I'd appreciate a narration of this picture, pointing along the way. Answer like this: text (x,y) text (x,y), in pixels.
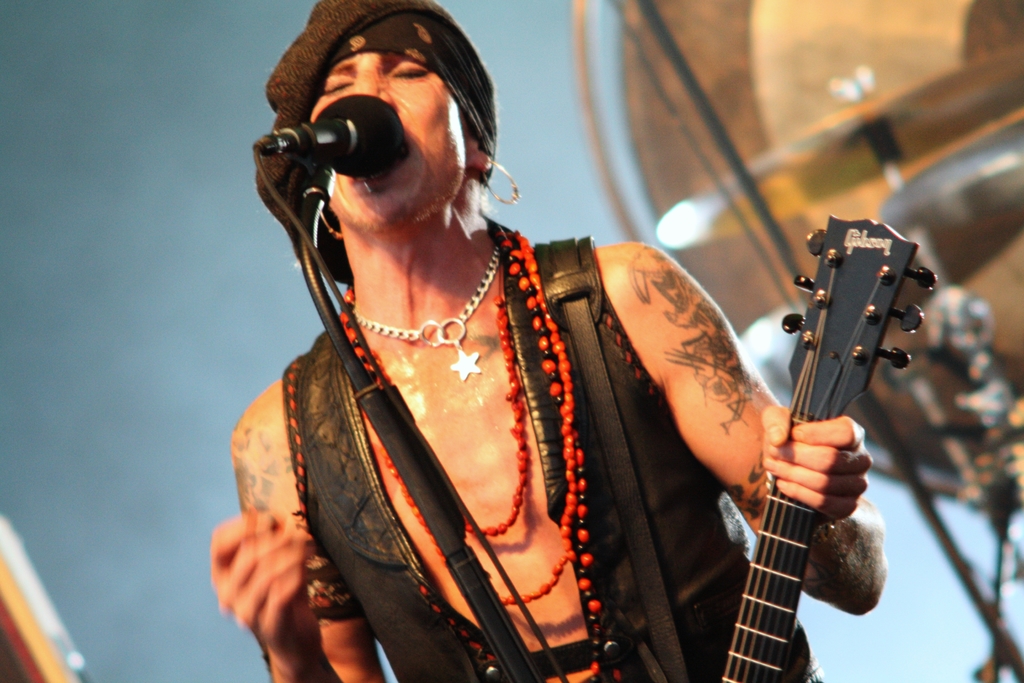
In this image I see a person (680,272) who is holding the guitar (736,656) and is in front of a mic (360,120).
